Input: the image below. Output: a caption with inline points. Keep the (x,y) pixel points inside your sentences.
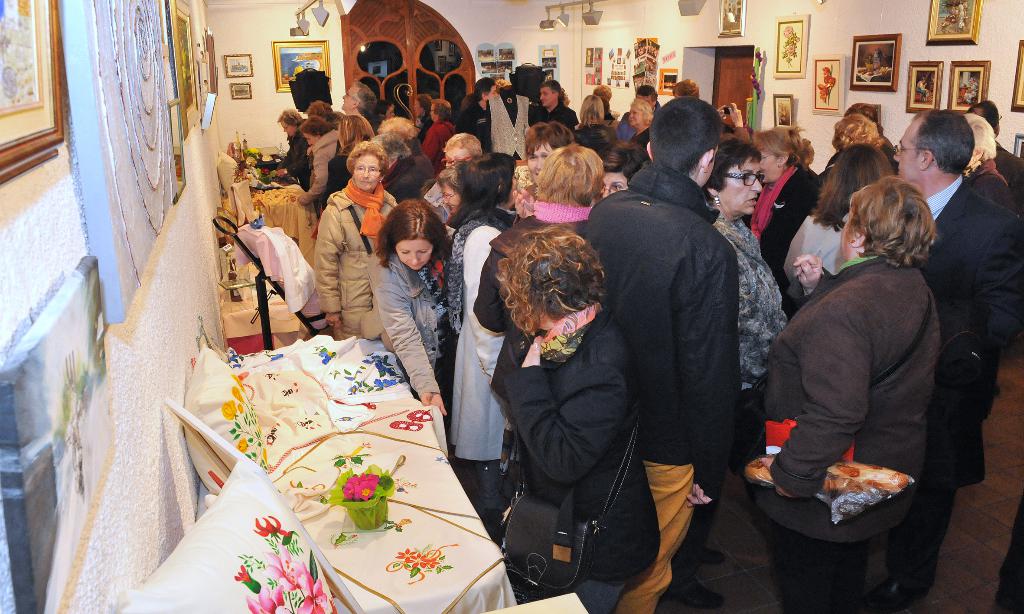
This is an inside view of a room (658,348). Here I can see a crowd of people (542,321) standing on the floor (956,581). On the left side (99,322) there is a wall (194,242) on which some photo frames (23,95) are attached. Beside the wall (18,204) there are some tables (352,575) covered with white color clothes (321,452). On the tables (359,576), I can see few pillows (226,496) and some other objects (243,180). In the background (914,77), I can see many photo frames (827,76) are attached to the wall (499,23).
